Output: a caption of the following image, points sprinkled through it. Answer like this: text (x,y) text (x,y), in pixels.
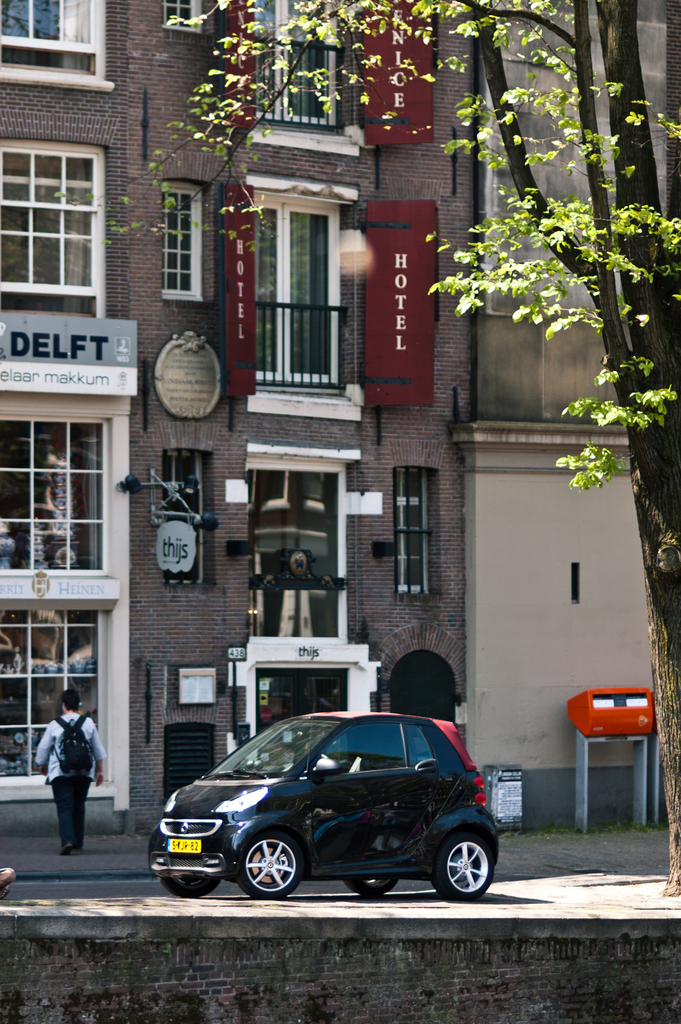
In this image, we can see a person (70,780) in front of the building (163,580). There is a car (291,770) at the bottom of the image (385,845). There is a tree (633,419) on the right side of the image (638,428).
